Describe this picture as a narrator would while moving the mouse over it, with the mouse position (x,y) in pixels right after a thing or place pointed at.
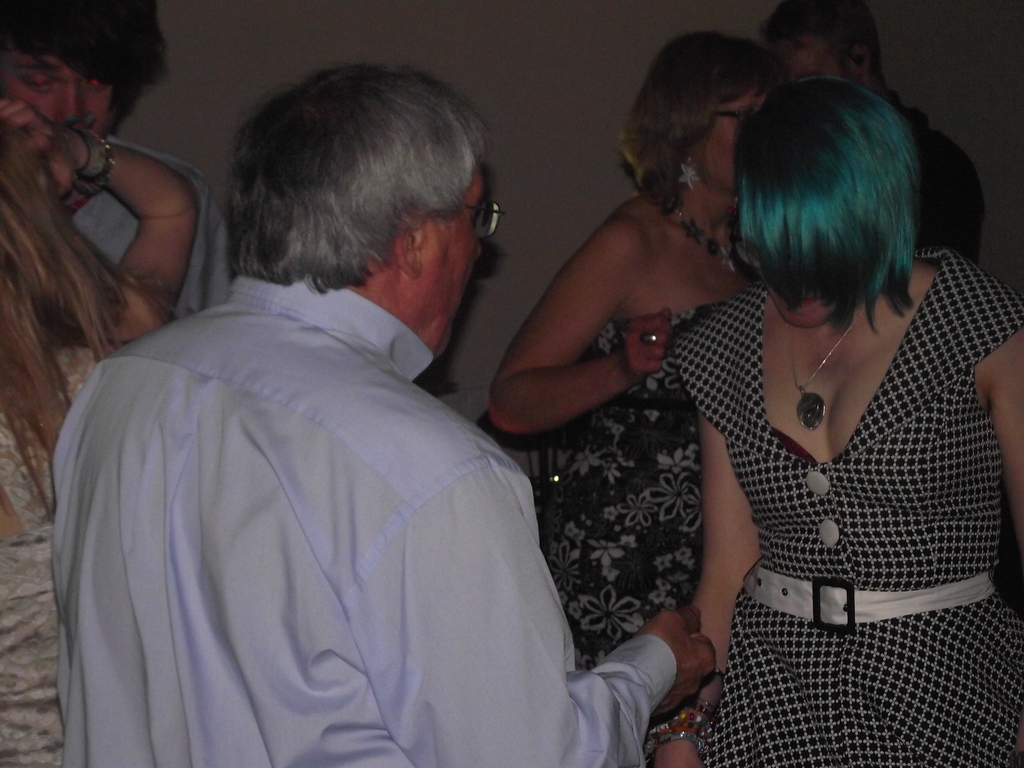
In this image I can see group of people (652,456) standing, in front (387,444) the person (370,444) is wearing white color shirt (408,444) and the person (921,382) at right (915,389) wearing white and black color dress (941,371). Background (545,217) I can see the wall (546,180) in cream color.
